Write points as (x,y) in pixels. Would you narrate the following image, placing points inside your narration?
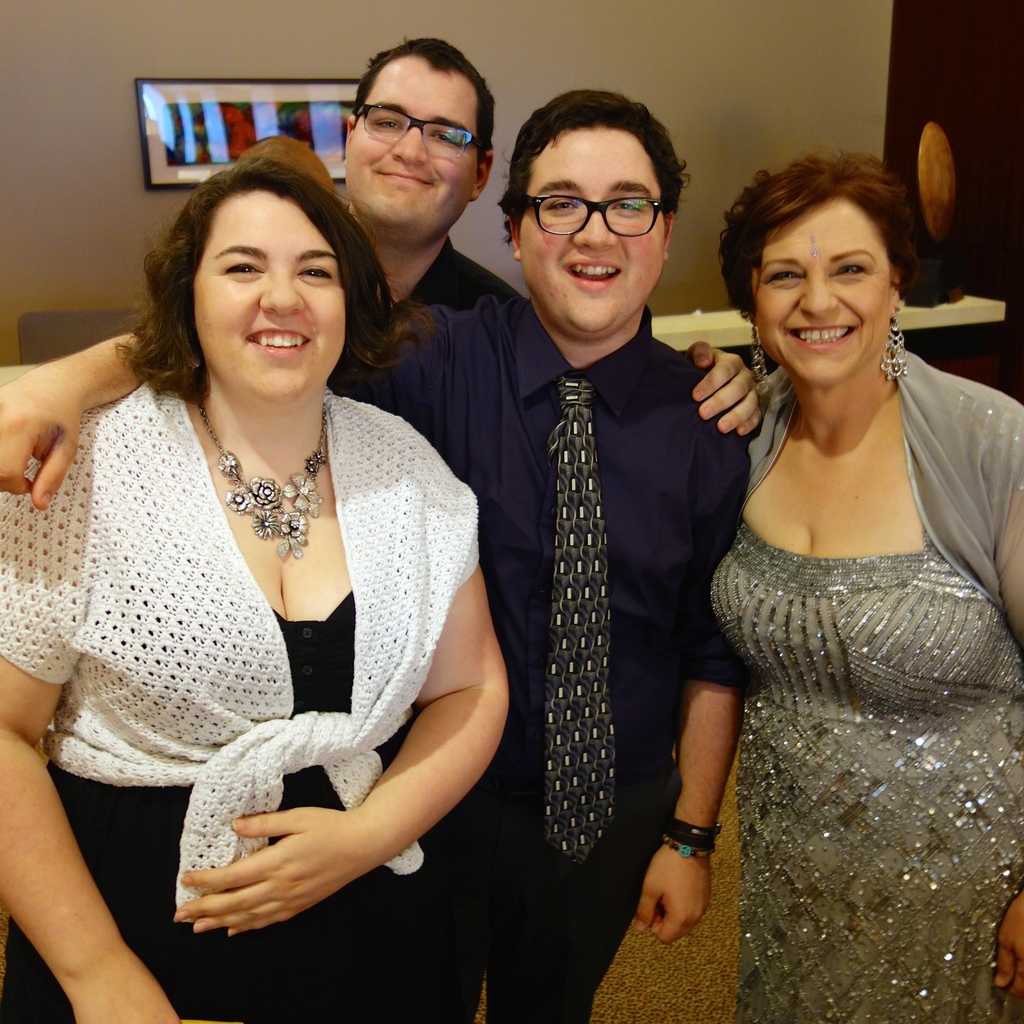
In this picture there are persons (520,503) standing in the center (479,505) and smiling. In the background (300,109) there is frame (187,111) on the wall (128,94) and the wall (411,16) is beige in colour.
